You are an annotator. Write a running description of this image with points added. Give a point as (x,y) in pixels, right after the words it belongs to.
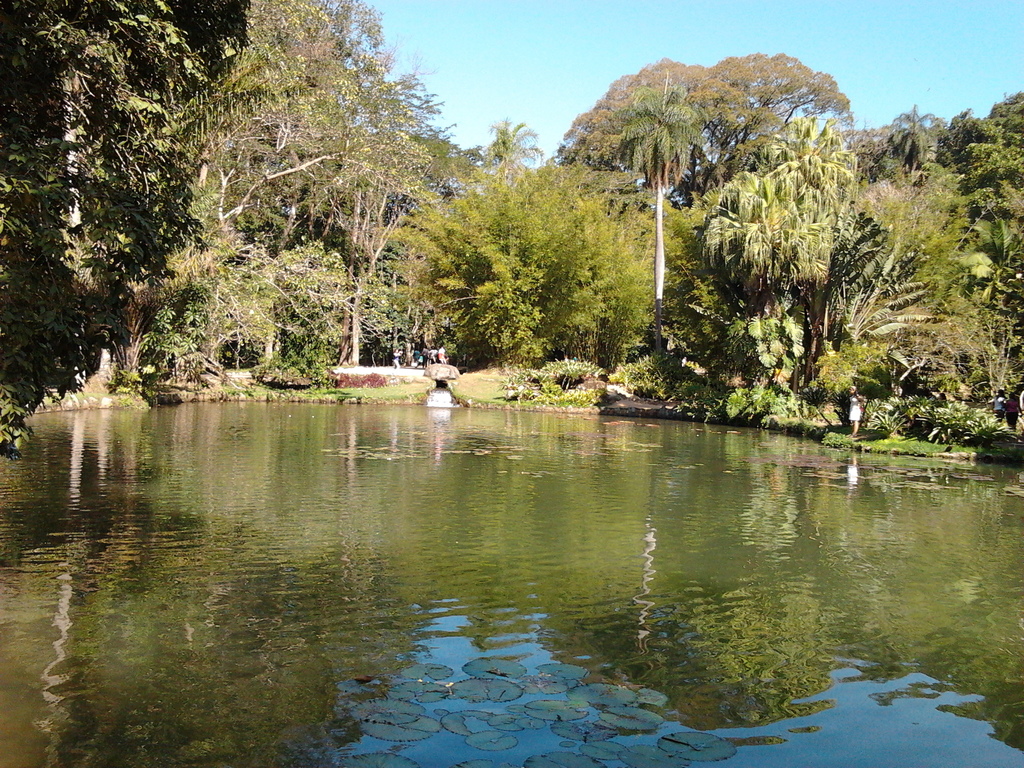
In this image I can see the water (440,617). On both sides I can see many trees (32,398). To the right (864,411) I can see few people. In the background (751,270) I can see the palm tree (658,265) and the sky (873,41).
